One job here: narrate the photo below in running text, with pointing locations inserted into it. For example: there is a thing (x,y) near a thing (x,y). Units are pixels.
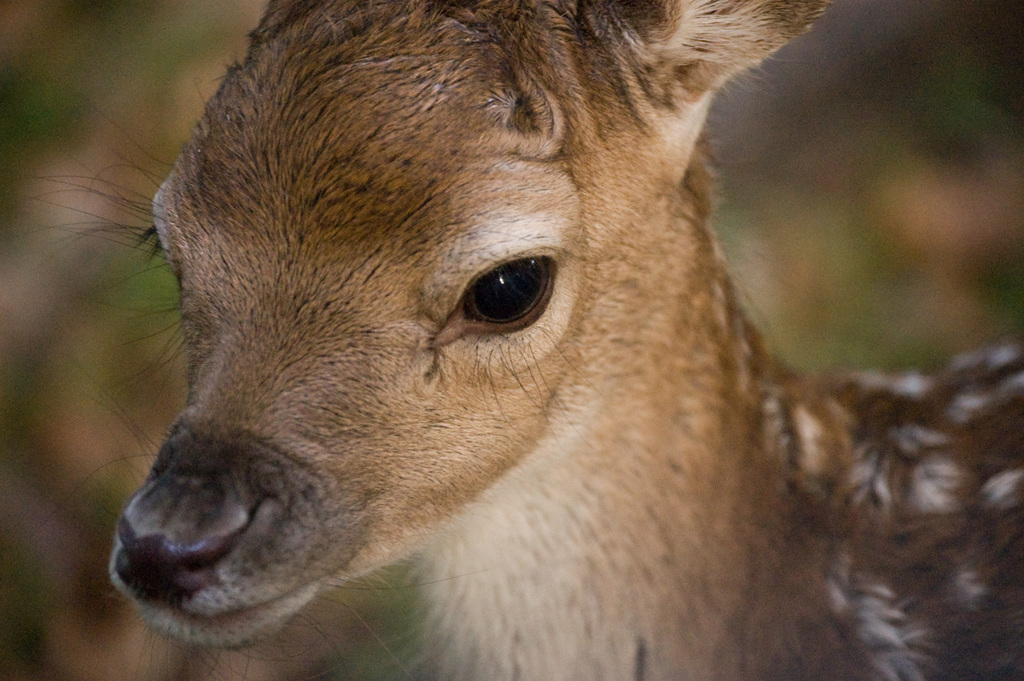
In this picture I can observe a deer (329,321) in the middle of the picture (448,345). The deer (624,320) is in brown color. The background (125,119) is completely blurred.
